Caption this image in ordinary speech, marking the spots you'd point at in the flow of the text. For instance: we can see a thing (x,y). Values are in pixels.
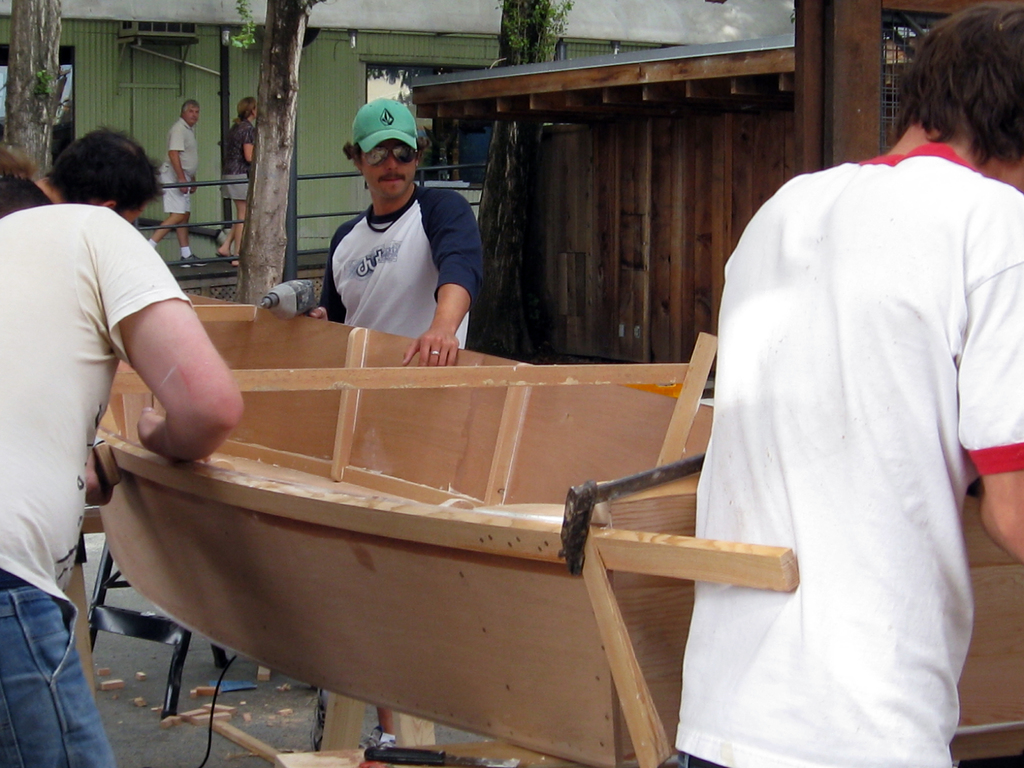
In this image I can see few people (384,171) are standing in the front (847,701). I can also see one of them is holding a drill machine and I can see he is wearing shades (409,149), t shirt (364,240) and a cap (410,134). In the background (445,42) I can see a building (303,59), few tree trunks (41,58) and few more people (177,130) are standing.
